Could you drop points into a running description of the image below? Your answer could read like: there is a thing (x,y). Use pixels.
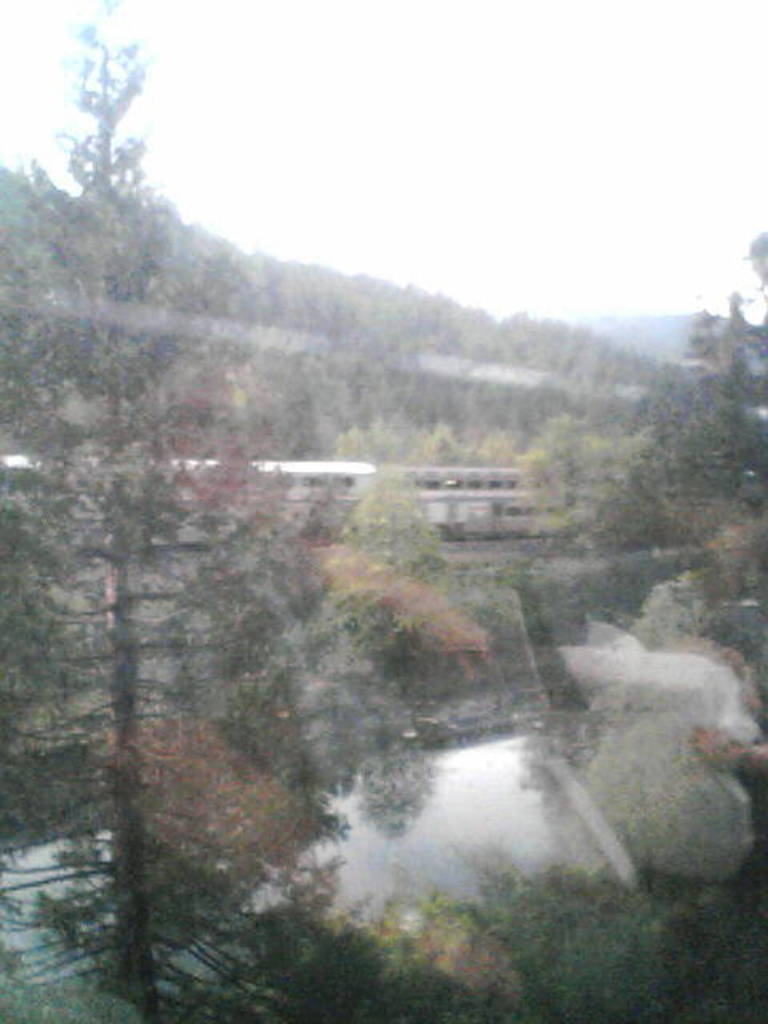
In this image, we can see a bridge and there is a train (445,477) on the track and we can see trees (570,467) and hills (313,311). At the top (408,150), there is sky (465,174) and at the bottom (410,824), there is water (403,803).
